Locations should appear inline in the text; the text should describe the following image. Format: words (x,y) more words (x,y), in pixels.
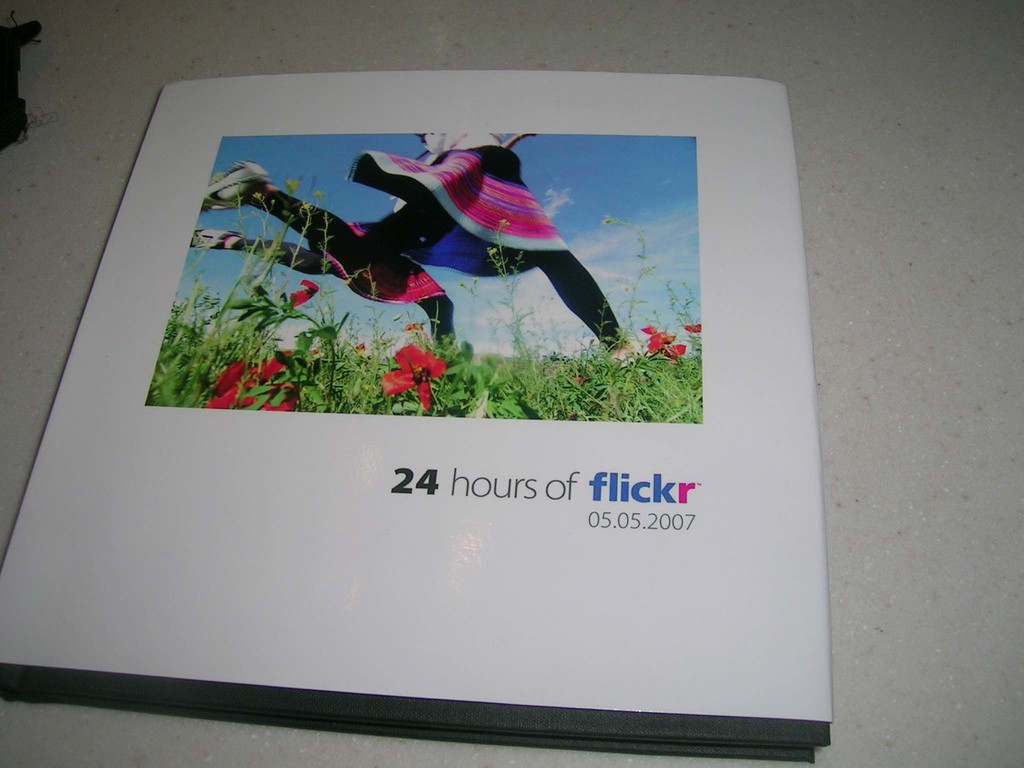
In the image we can see a book (786,422). Behind the book (772,609) there is a table (500,39).
